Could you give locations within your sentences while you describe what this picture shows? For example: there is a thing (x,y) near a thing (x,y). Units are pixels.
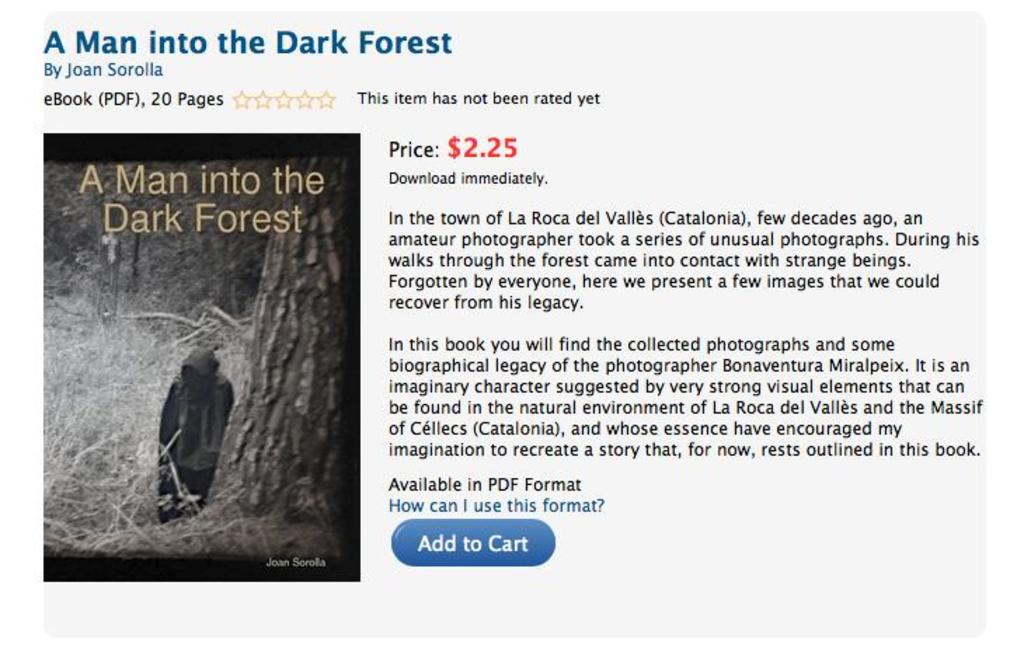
In this picture there is an image (175,352) which has a man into the dark forest written on it and there is something written beside and above it.
